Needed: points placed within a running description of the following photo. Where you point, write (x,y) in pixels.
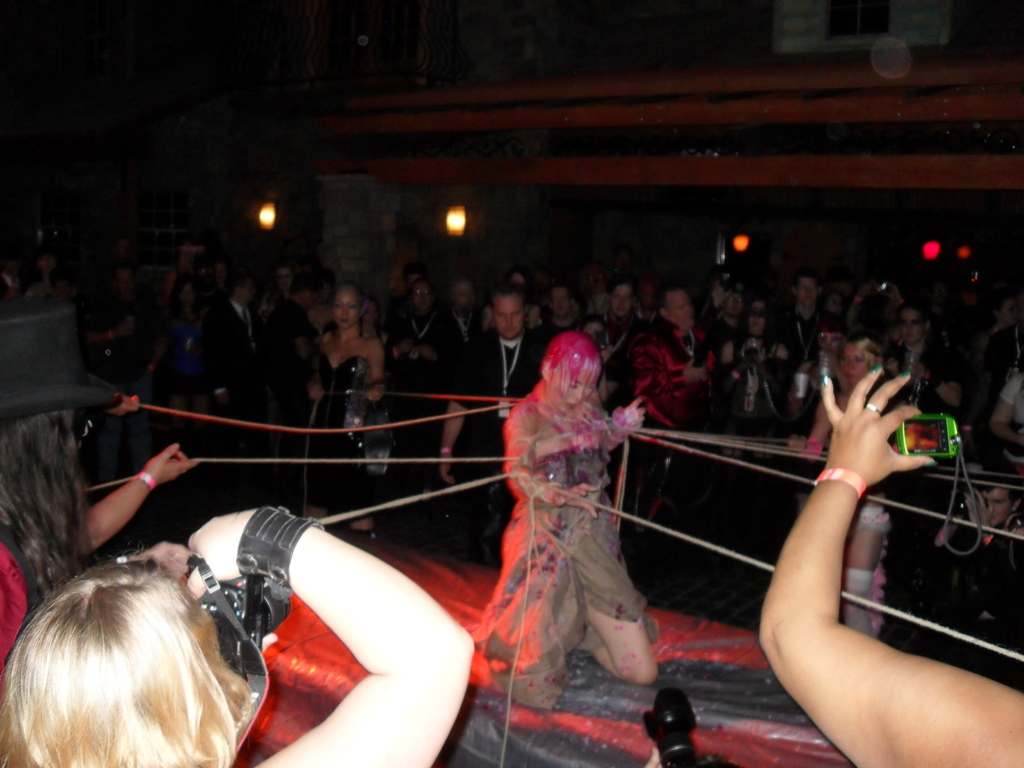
In this picture I can see a lady (546,493) with ropes (546,493), some people (840,643) are holding ropes (545,496) and taking pictures with camera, around few people (463,390) are standing and watching.
